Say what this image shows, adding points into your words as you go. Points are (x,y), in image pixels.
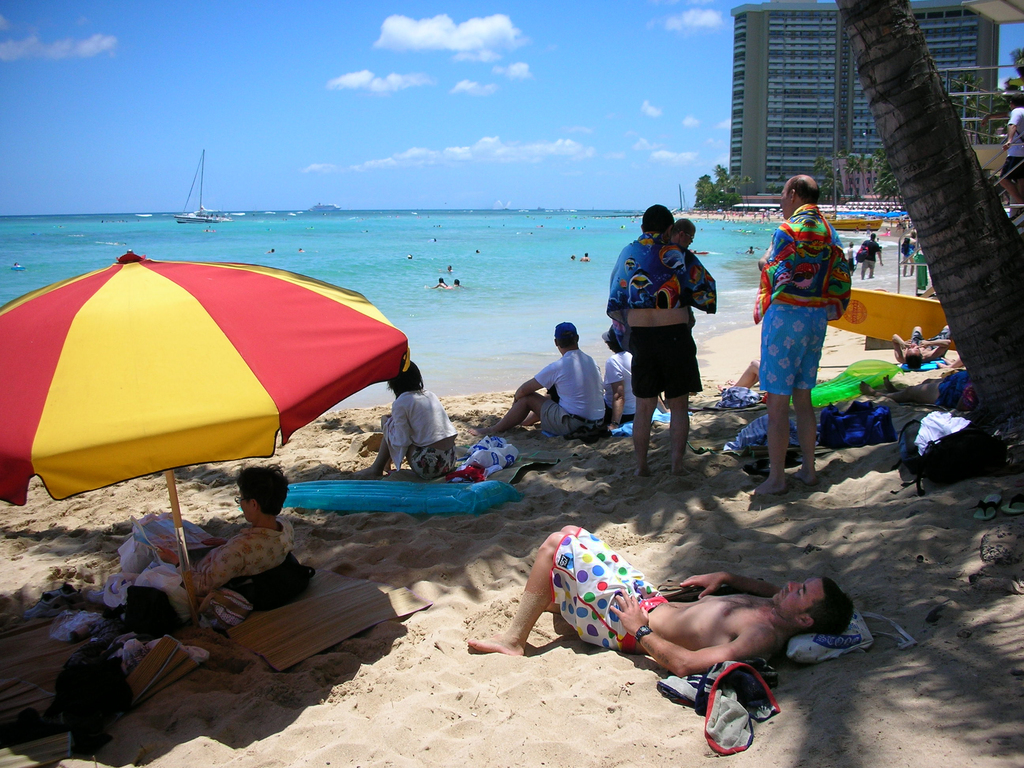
In the picture there is a beach (438,265), there is a ship (203,209) sailing on the sea (218,224) and some people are swimming. In front of the beach (380,263) there are many people (403,387) on the sand surface (14,509), on the right side (927,154) there is a tree (926,201) and behind the tree (952,291) there is a huge building (794,169).
